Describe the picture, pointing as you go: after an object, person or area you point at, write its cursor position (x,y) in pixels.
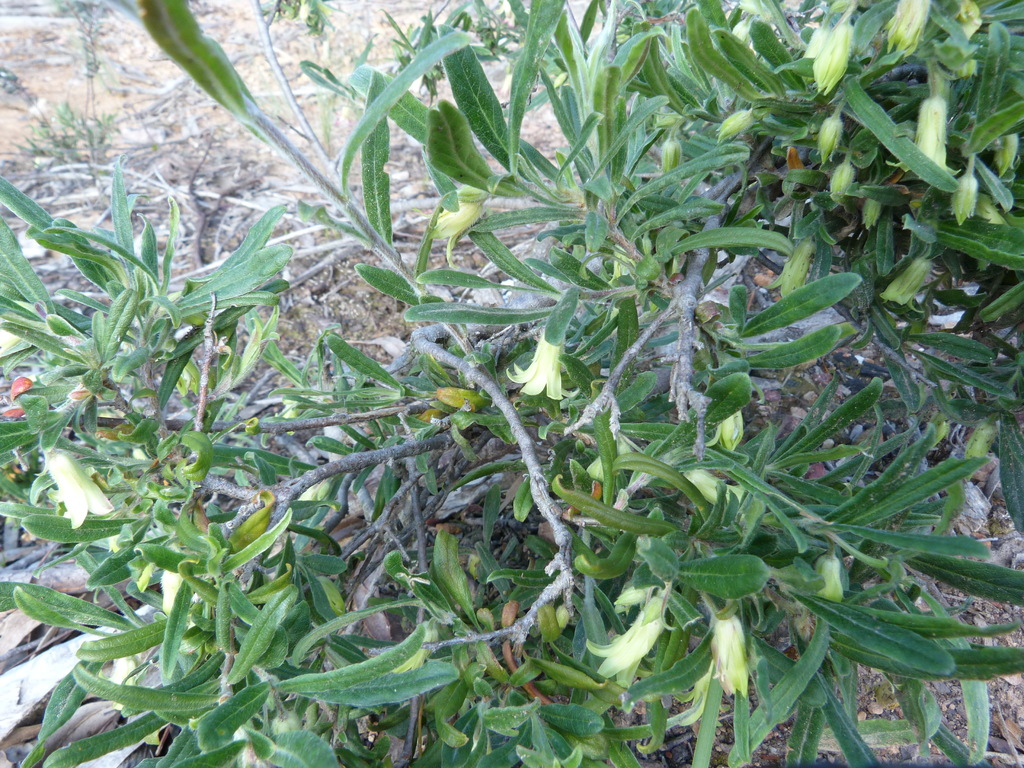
In the picture we can see some plants (826,728) on the surface (882,711) with some flower buds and flowers (79,478).
